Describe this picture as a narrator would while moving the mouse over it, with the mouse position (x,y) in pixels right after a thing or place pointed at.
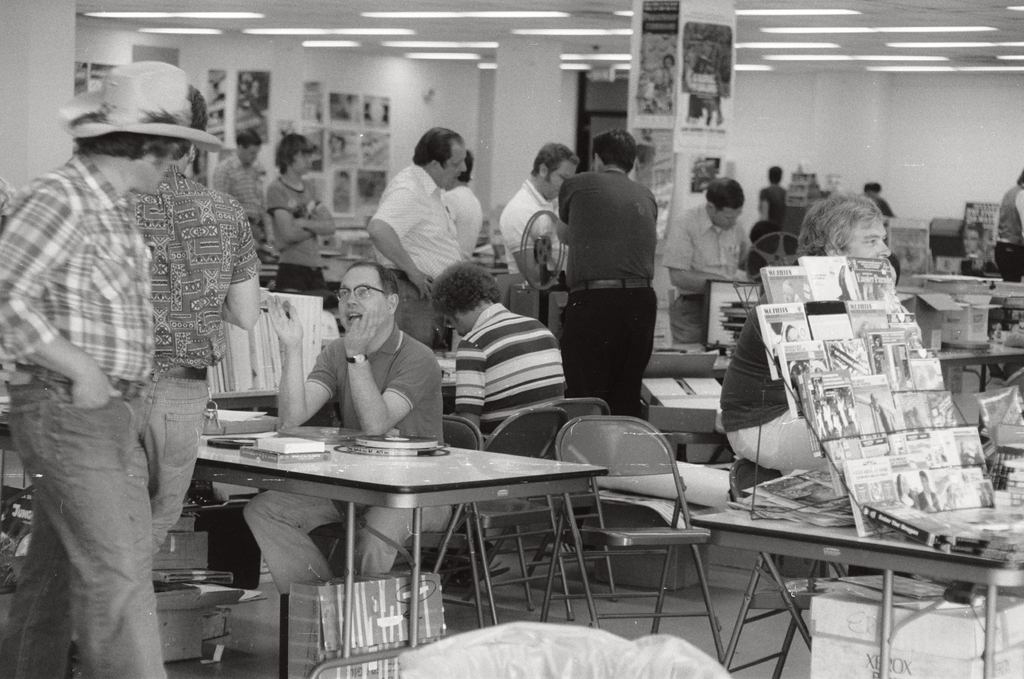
In the image we can see there are people (413,368) who are sitting at a table (370,464) and there are people (274,208) who are standing at the back (400,186) and over here there is a book stand (887,368) on which books (871,340) are kept and on the top (752,68) there are lightings (906,71).
